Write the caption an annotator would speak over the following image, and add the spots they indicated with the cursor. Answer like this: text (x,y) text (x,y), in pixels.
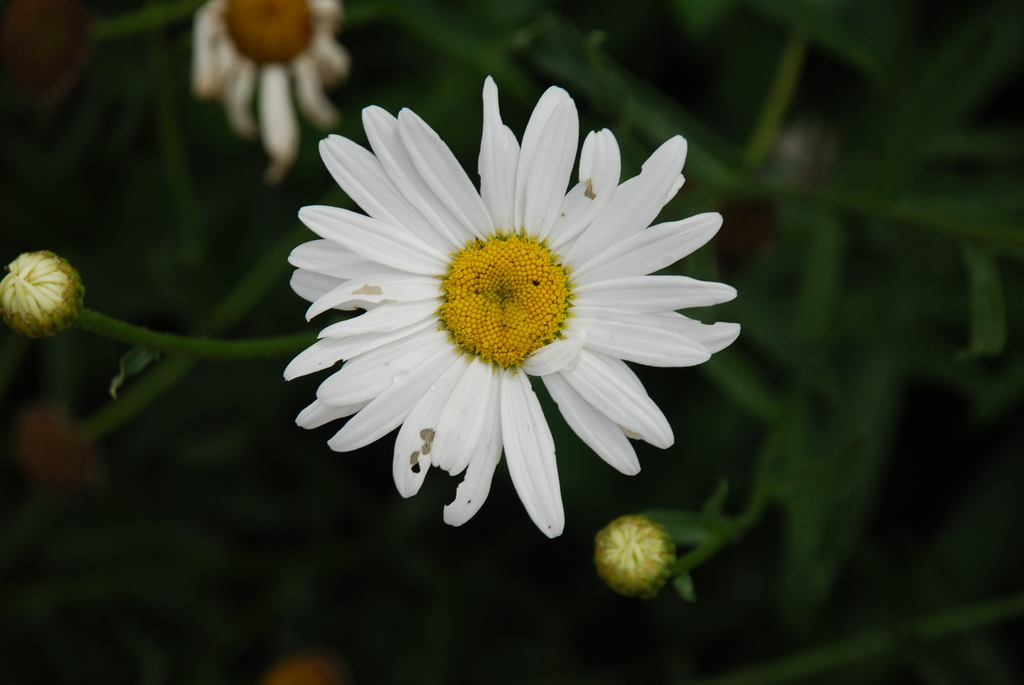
In this image there are buds (605,545) and flowers (444,244) to a plant (449,283). In the center (417,284) there is a flower (561,320). There are petals (425,286) and pollen grains (495,299) to the flower (494,329). The background (97,479) is blurry.
